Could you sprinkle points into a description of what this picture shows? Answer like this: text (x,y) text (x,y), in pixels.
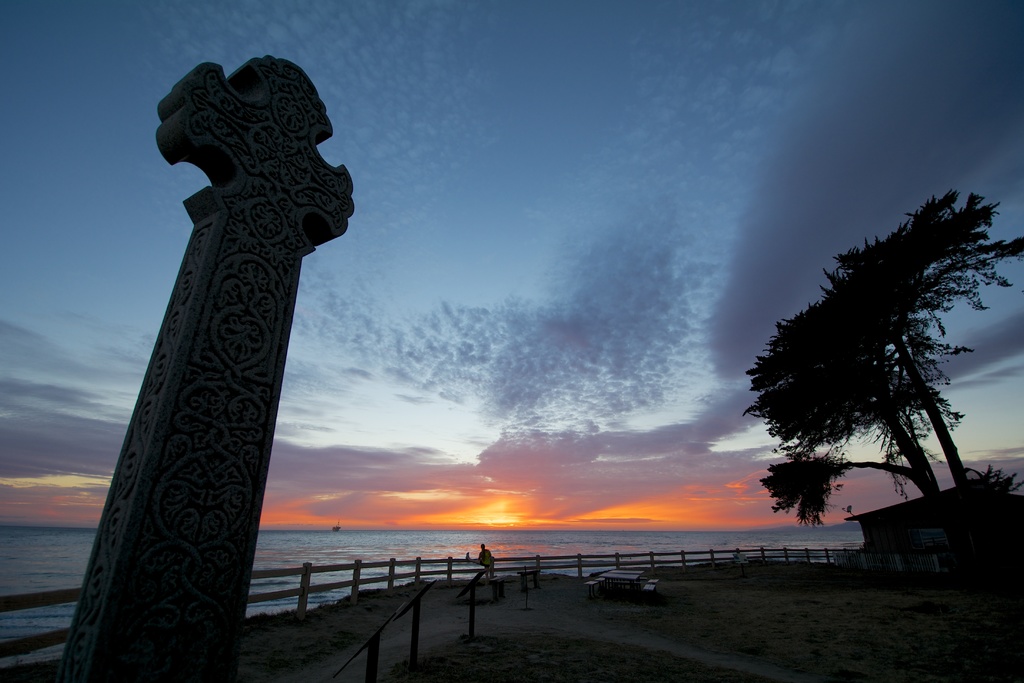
In this image we can see dining table (615,573), persons (489,563) standing on the sand (514,587), pillar (185,479), trees (882,356), shed (890,527), wooden fence (390,578), water (596,550), sun (519,519) and sky (440,308) with clouds (813,252).
